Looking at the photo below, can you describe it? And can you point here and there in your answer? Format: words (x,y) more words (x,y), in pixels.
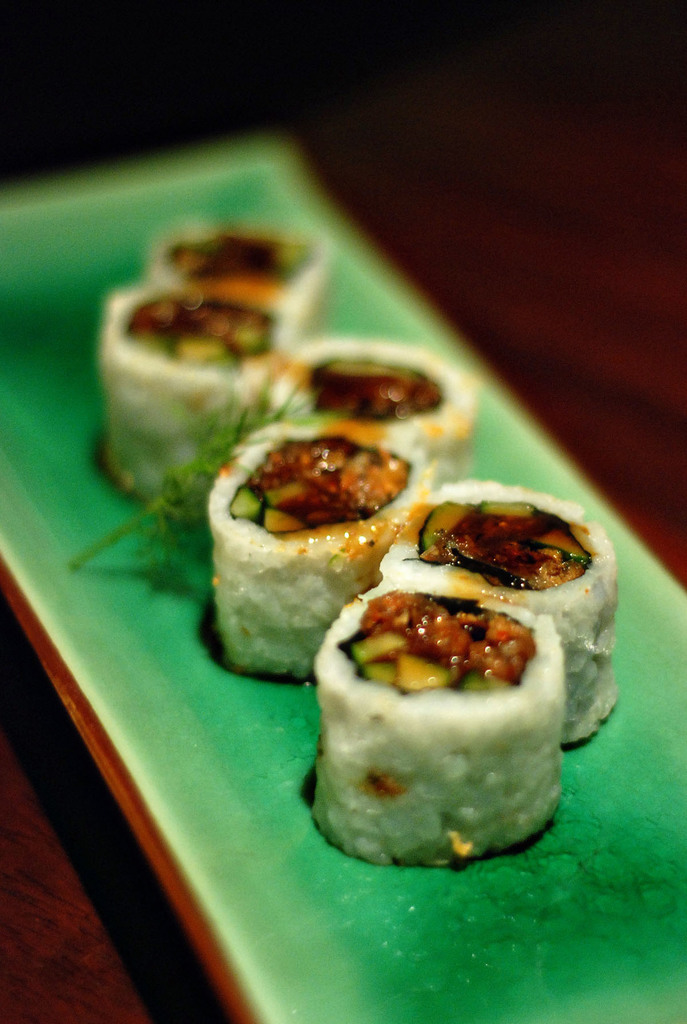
In this picture I can see food item (413,700) on the plate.
